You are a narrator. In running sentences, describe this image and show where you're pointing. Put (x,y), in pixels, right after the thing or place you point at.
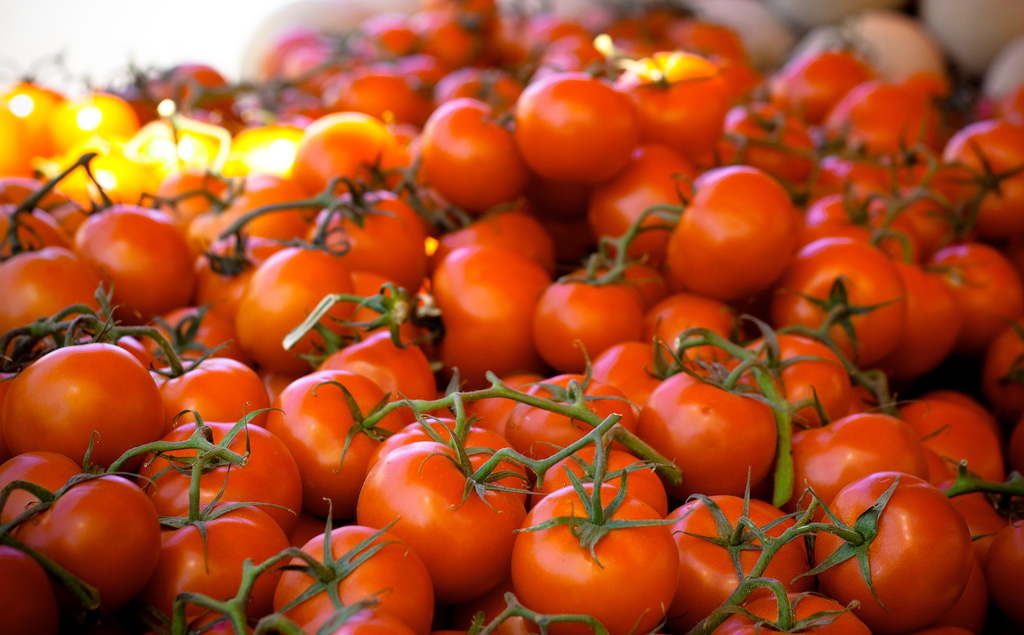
In the picture I can see group of tomatoes (419,347). Background of the image (499,8) is blurred.
